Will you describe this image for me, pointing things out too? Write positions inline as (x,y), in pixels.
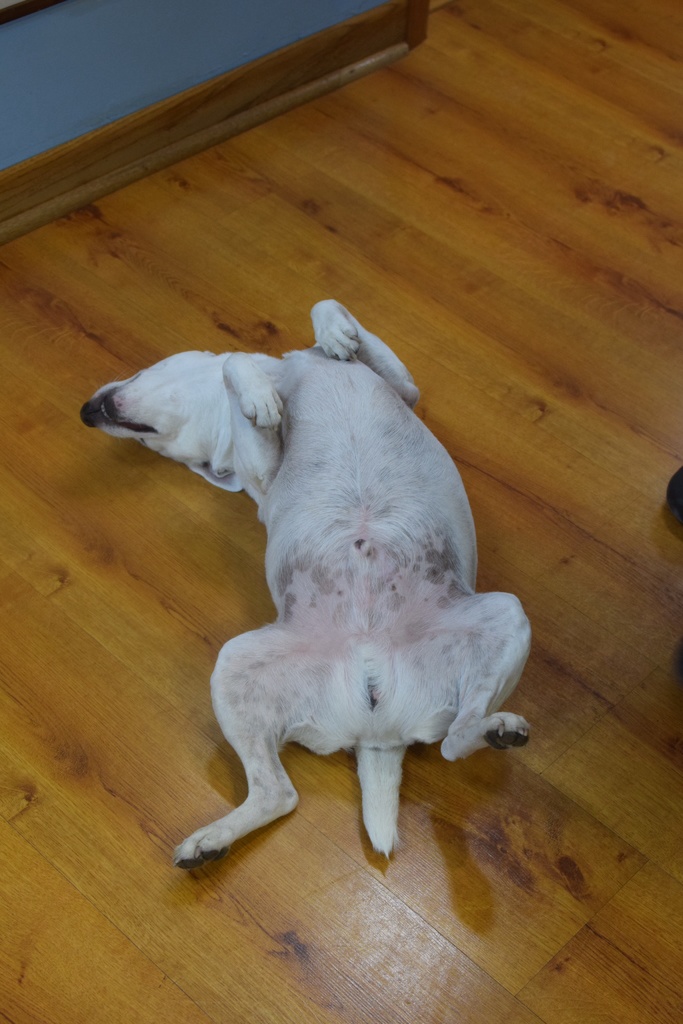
In this picture I can see a dog (344,321) lying on the floor (305,289), and in the background (2,96) there are some objects (70,172).
